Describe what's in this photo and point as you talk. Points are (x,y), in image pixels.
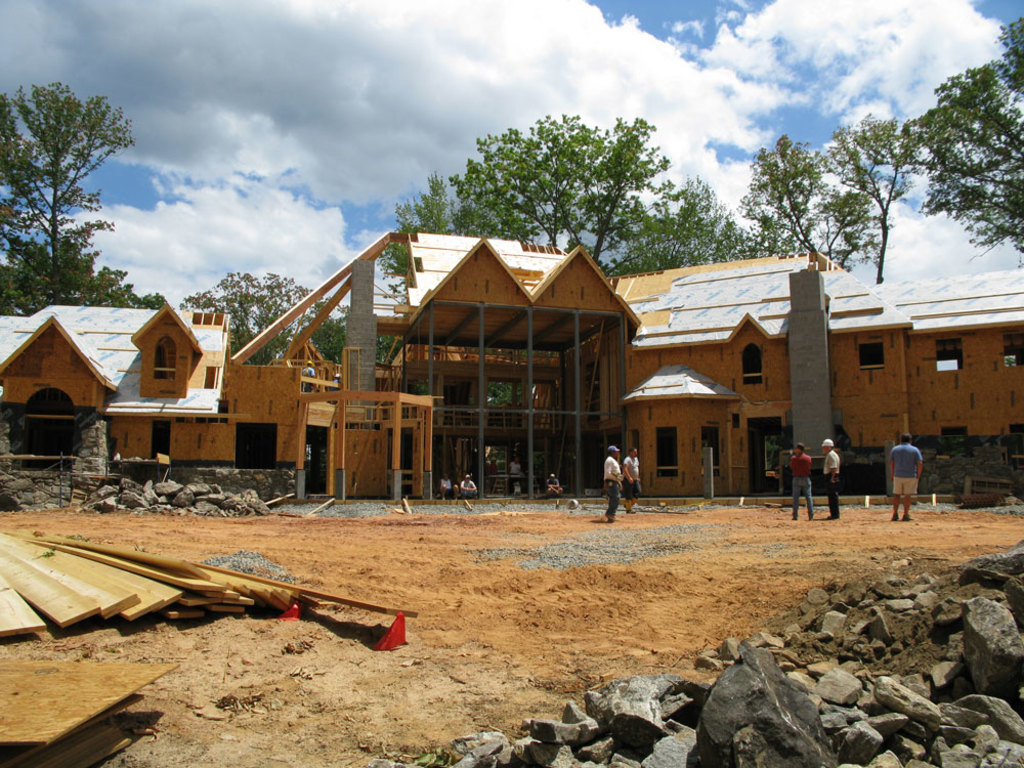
In this image, we can see some people (910,445) and the ground (467,619) with some objects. We can also see some houses (506,409). Among them, we can see some houses (440,335) under construction. There are a few trees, stones (808,745). We can also see the sky (321,197) with clouds (319,239).
